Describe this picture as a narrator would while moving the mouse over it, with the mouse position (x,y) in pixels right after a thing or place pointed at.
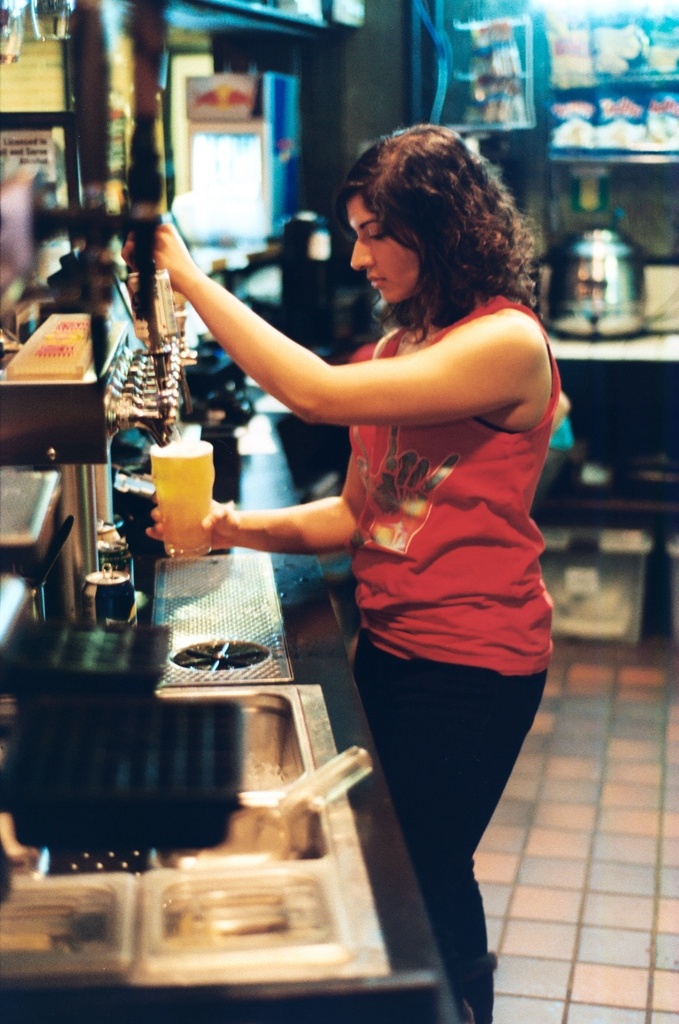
This image consists of a woman (457,532) and there are so many kitchen items (639,333) in this image. The woman (428,851) is filling a glass (203,497) with some liquid (208,511). On the left side (140,389) there is a machine (87,560) and a sink (250,737). Women (431,560) is in the middle of the image (431,553), she is wearing black pant (463,683) and red shirt (450,513). Behind her on the right side (597,270) there are so many vessels (606,244) and packets (580,76).
